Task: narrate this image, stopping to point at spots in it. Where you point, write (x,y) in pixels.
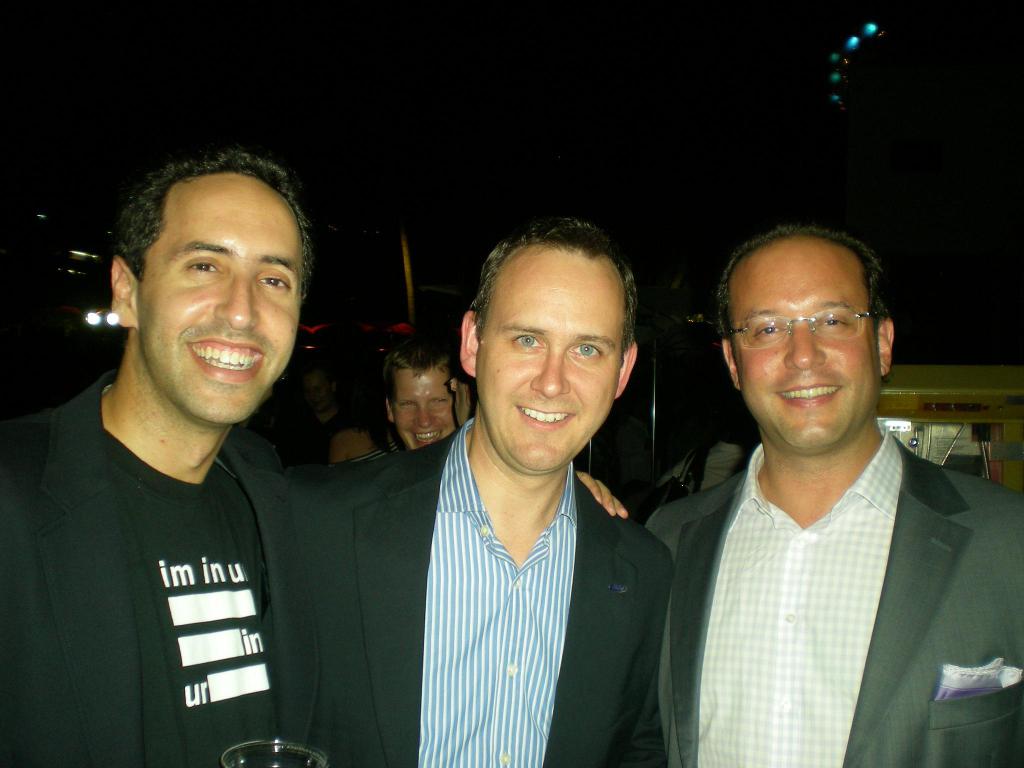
In this picture there are three men (739,605) who are smiling. In the back (677,475) we can see persons (368,425) were standing on the floor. At the top there is a darkness (452,69). On the right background we can see the object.
